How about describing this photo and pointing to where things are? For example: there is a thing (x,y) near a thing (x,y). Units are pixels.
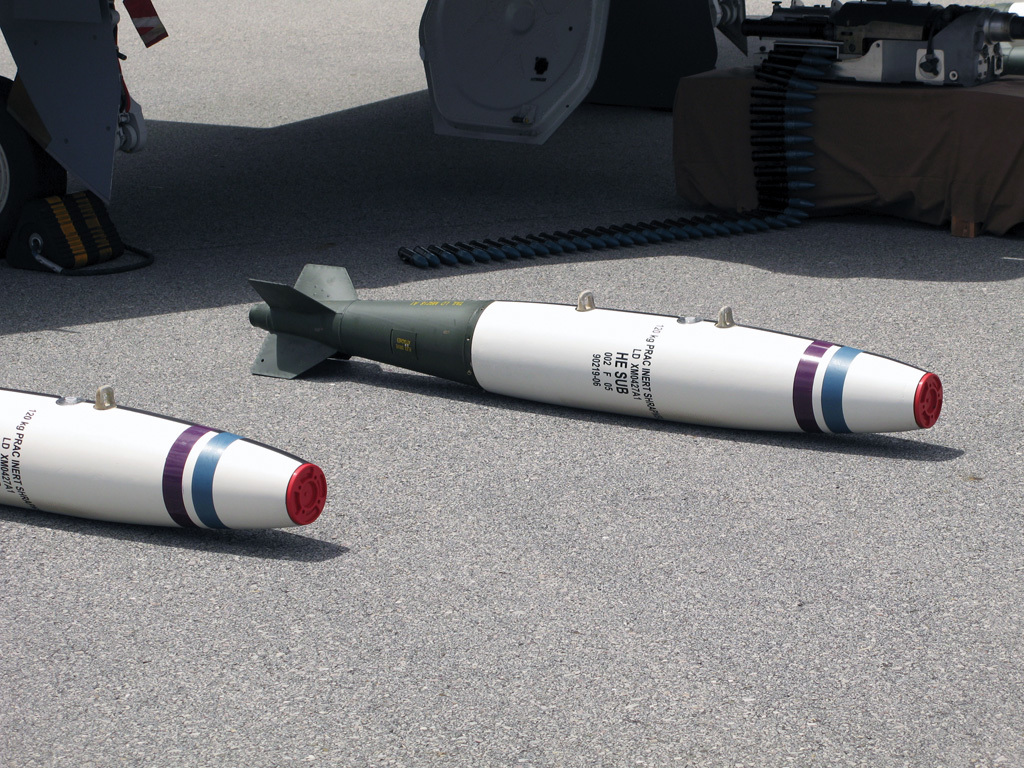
This image consists of missiles (187,503) kept on the floor (352,484). To the right (784,163), there are bullets (779,97). At the bottom (577,671), there is a road (453,533). To the left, there are wheels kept on the road (73,295).
